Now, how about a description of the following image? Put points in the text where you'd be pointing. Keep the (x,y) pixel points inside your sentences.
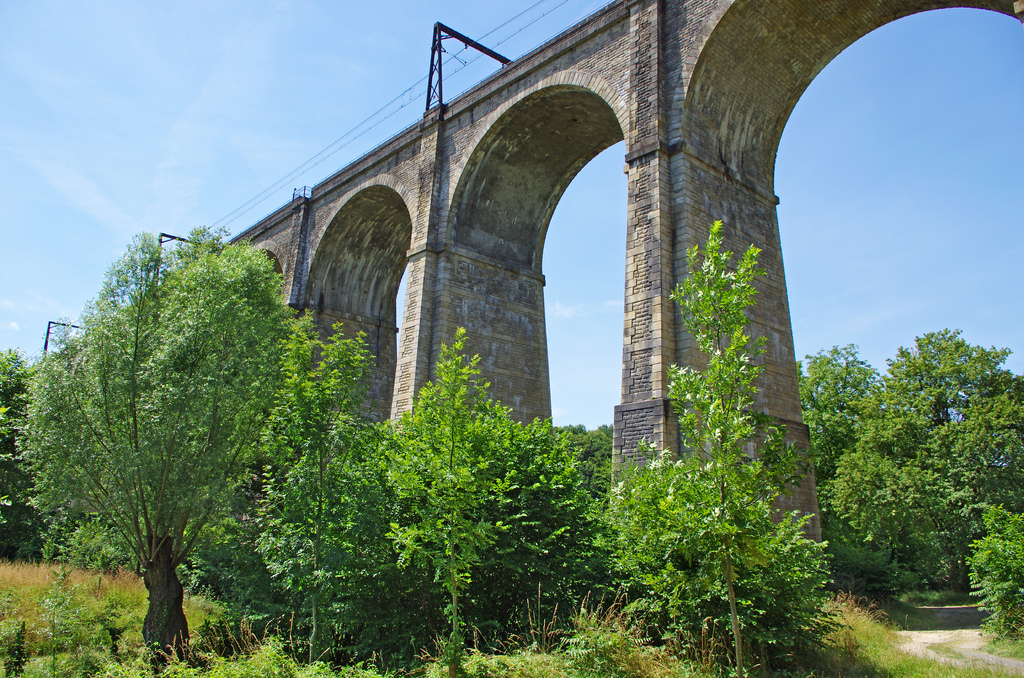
This image is taken outdoors. At the bottom of the image (322,553) there are many trees (686,582) and plants (901,538) and there is a ground (869,645) with grass (93,623) on it. In the middle of the image (385,282) there is a bridge (493,188) with walls (616,80), pillars (444,126) and railings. At the top of the image (236,117) there is a sky (153,152) with clouds (188,121).
